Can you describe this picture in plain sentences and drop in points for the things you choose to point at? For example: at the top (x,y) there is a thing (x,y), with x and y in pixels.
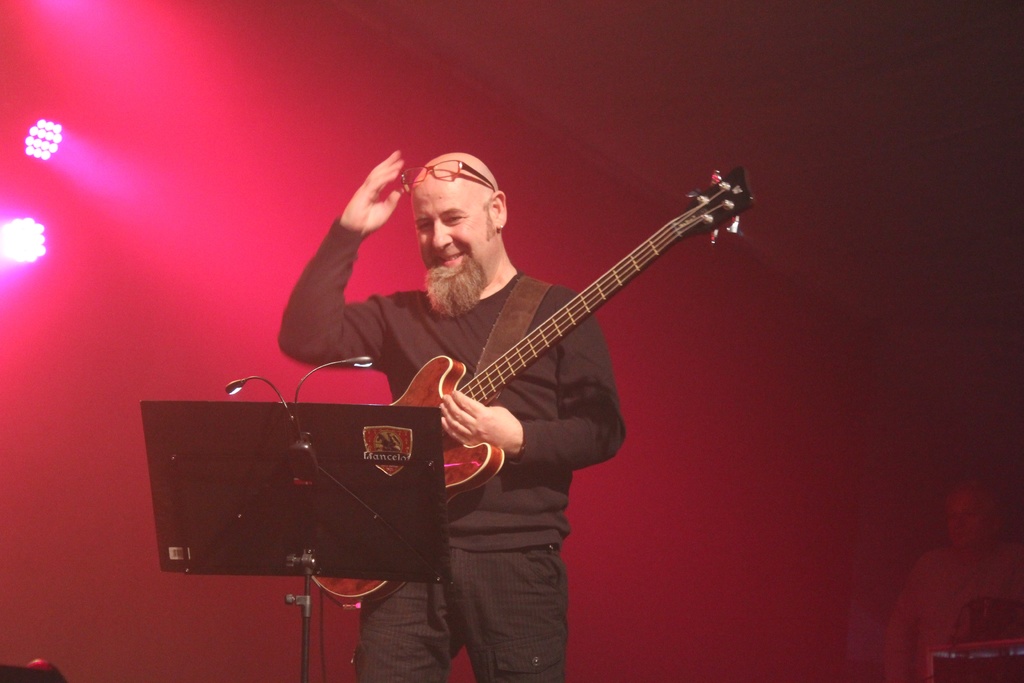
There is a man (528,554) in the middle (529,430) with the black color dress (547,450) is standing. He is holding guitar (508,357) in his left hand (457,410). And he is keeping spectacles (435,168) with his right hand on his head (470,295). In front of him there is a book holder stand (295,483). To the left top corner (42,155) there are lights (9,247). To the right bottom corner (959,531) there is a man (948,616).
